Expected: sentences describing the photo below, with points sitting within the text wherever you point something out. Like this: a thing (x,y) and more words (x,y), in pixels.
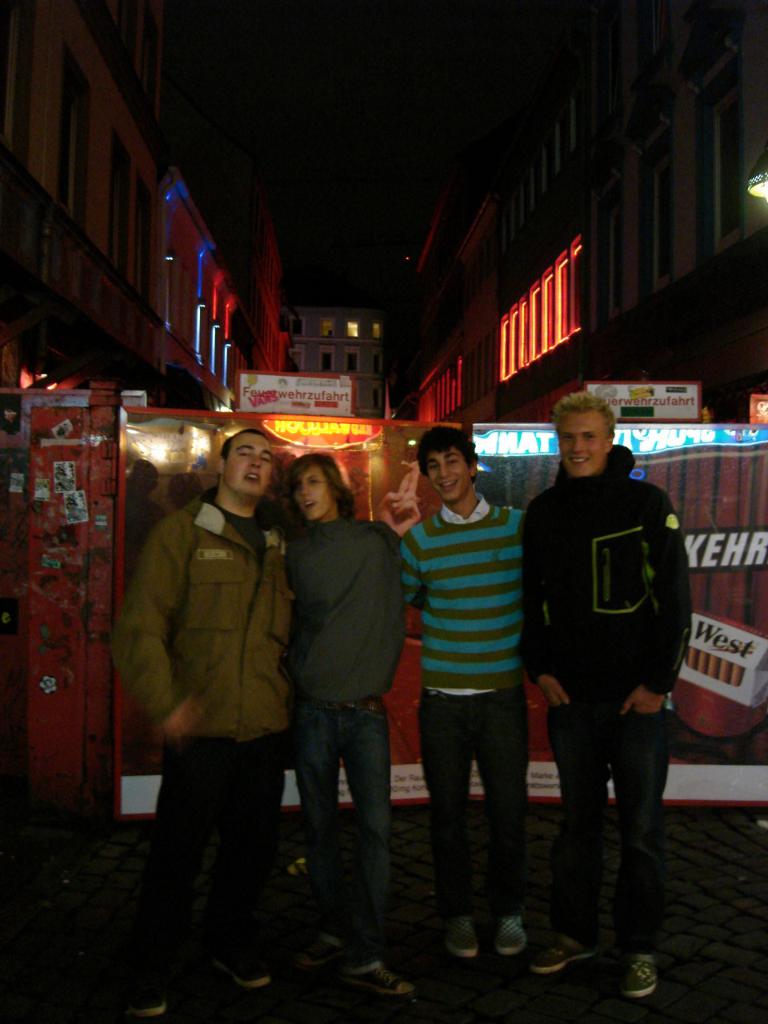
In this image, there are four people (369,611) standing and smiling. This looks like a board (377,469), which is behind these people (502,680). These are the buildings (224,309) with the windows (449,378) and lights (503,340).
